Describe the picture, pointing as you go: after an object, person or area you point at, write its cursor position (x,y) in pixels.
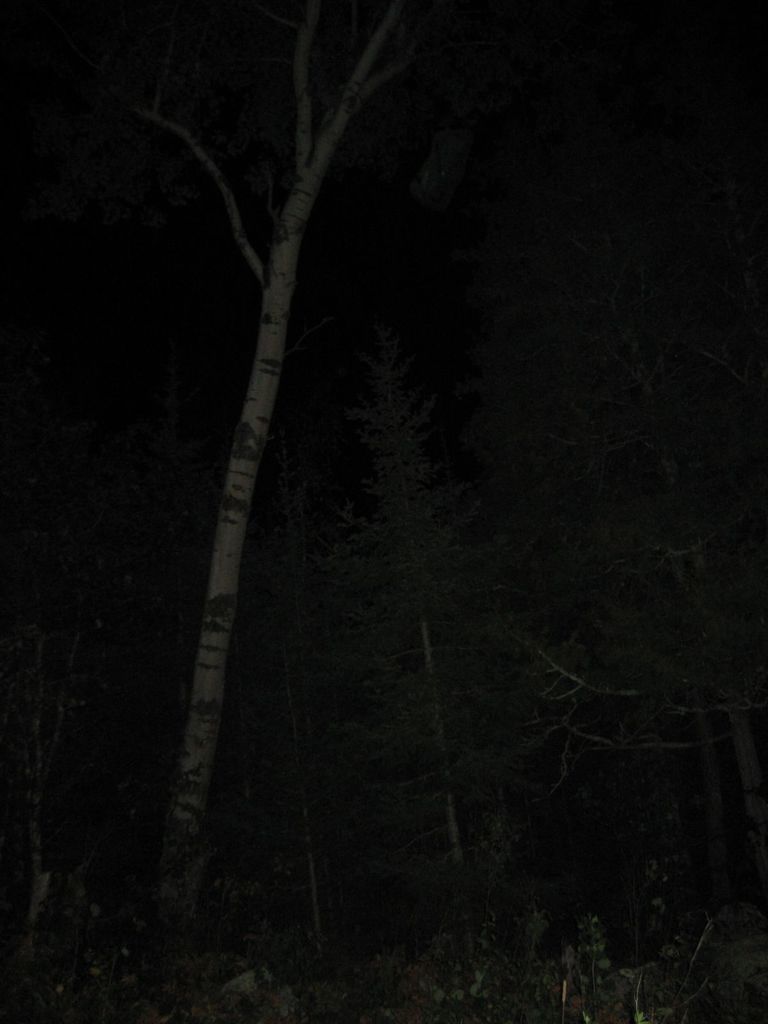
In this image we can see trees (16,547) in the dark.
